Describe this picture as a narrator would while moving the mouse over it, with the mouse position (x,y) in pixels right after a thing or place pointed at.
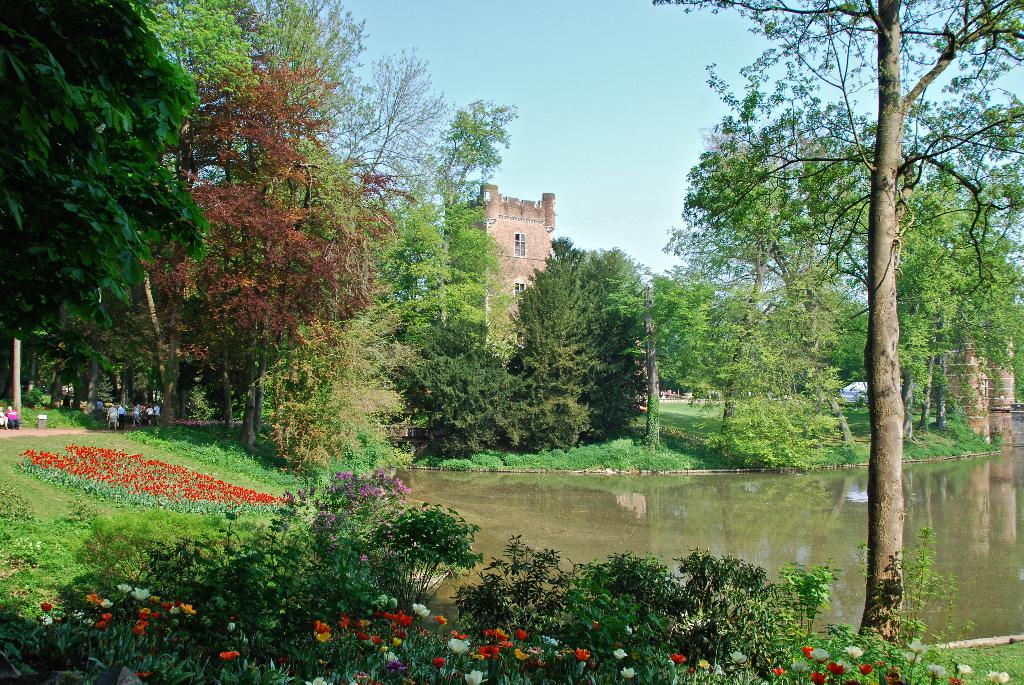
In this picture we can see flowers (446,633), water (681,545), trees (83,183), building (502,236) with windows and some persons (12,415) and in the background (675,43) we can see the sky (604,150).
